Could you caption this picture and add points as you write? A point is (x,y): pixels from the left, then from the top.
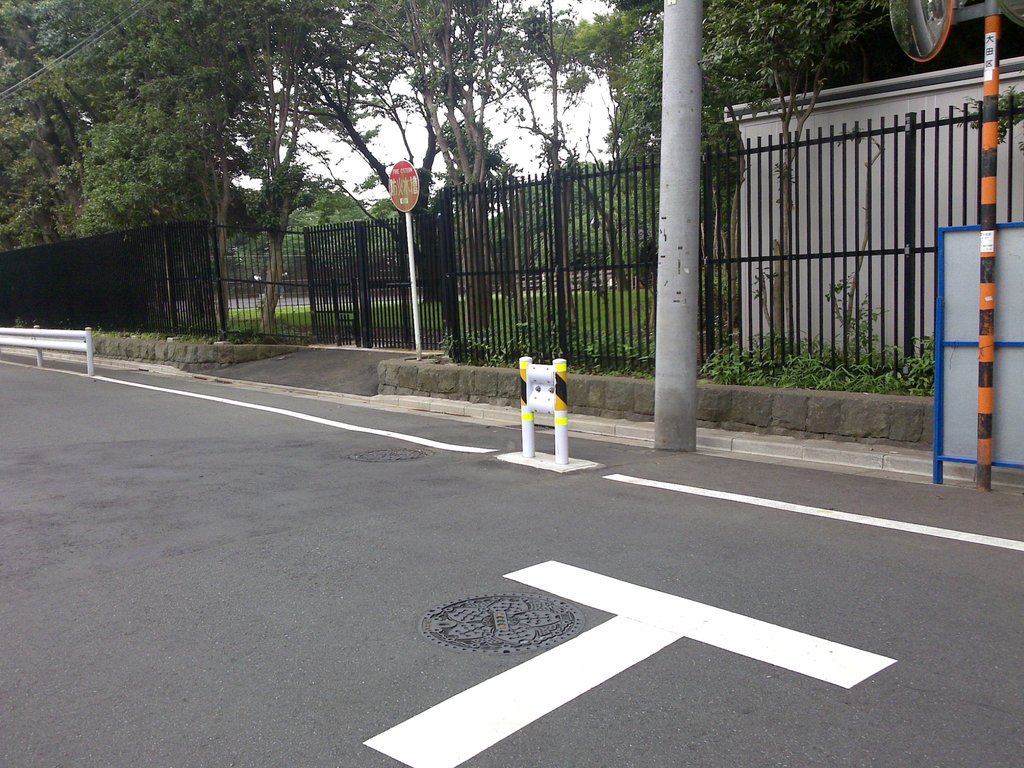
At the bottom (102,518) it is road (190,600). In the middle of the picture (679,269) there are trees (637,124), poles (690,351), railing (442,320), plants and other objects (935,27). In the background (295,218) we can see grass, trees (466,126) and sky (420,140).
